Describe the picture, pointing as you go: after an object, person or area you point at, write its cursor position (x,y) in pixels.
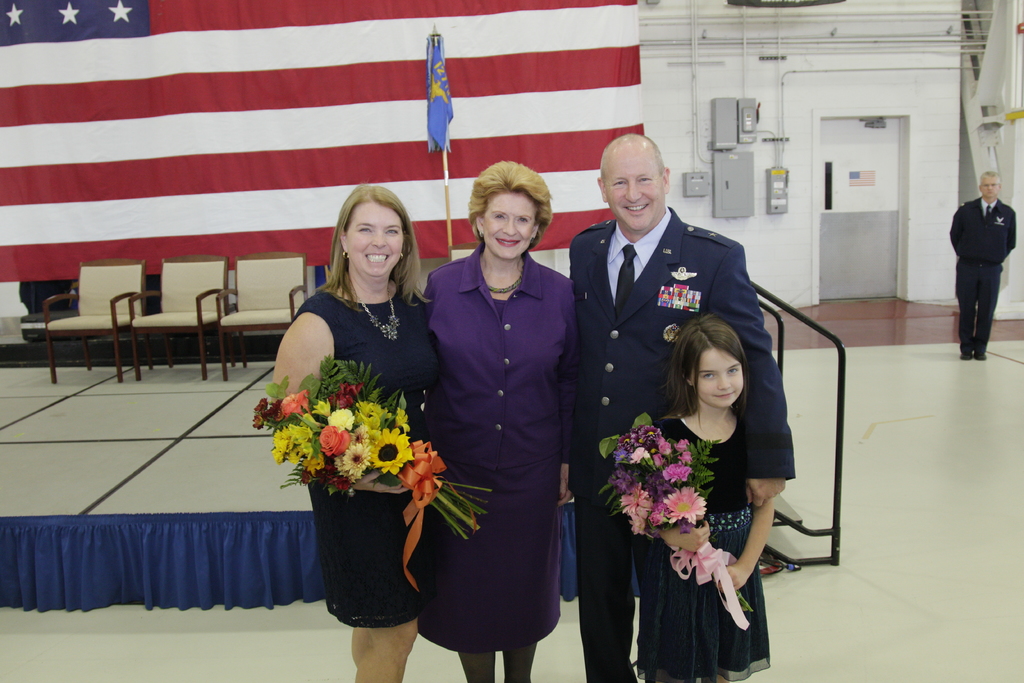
In this picture I can see few people (591,301) are standing and couple of them holding a flower bouquets (427,497) and I can see chairs (149,325) on the dais (177,423) and I can see a flag (385,183) in the background (636,68) and I can see another flag pole (442,143) on the dais (205,413) and I can see stairs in the back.
